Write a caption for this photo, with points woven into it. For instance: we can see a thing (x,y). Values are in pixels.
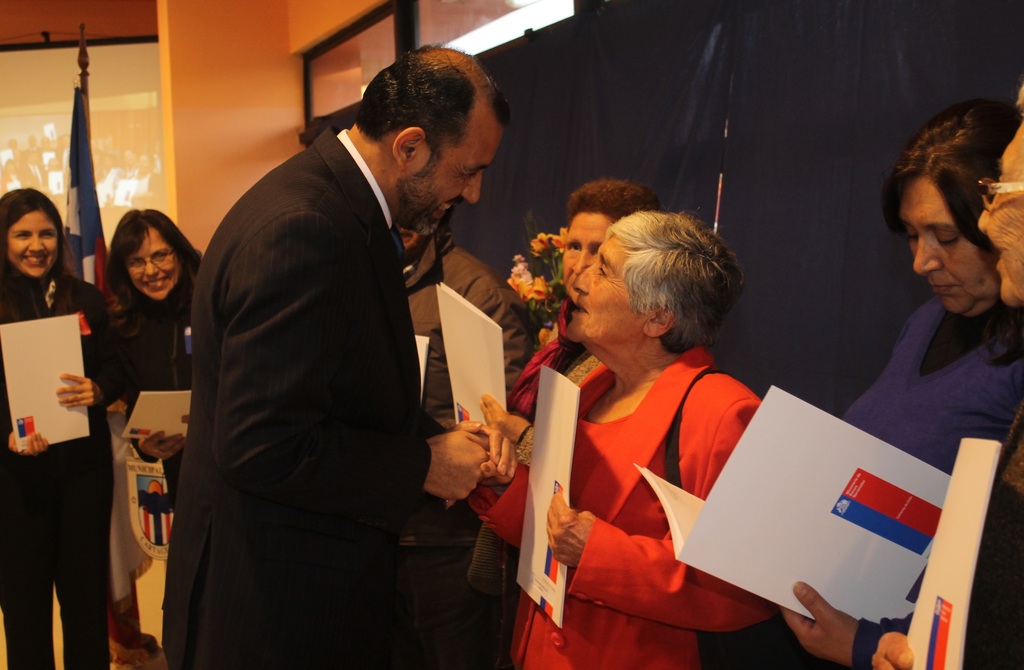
In this image I can see group of people (712,392) standing and holding few files (896,589). In the background (83,191) I can see the flag (78,218), few glass doors (378,38) and the screen (100,97).
